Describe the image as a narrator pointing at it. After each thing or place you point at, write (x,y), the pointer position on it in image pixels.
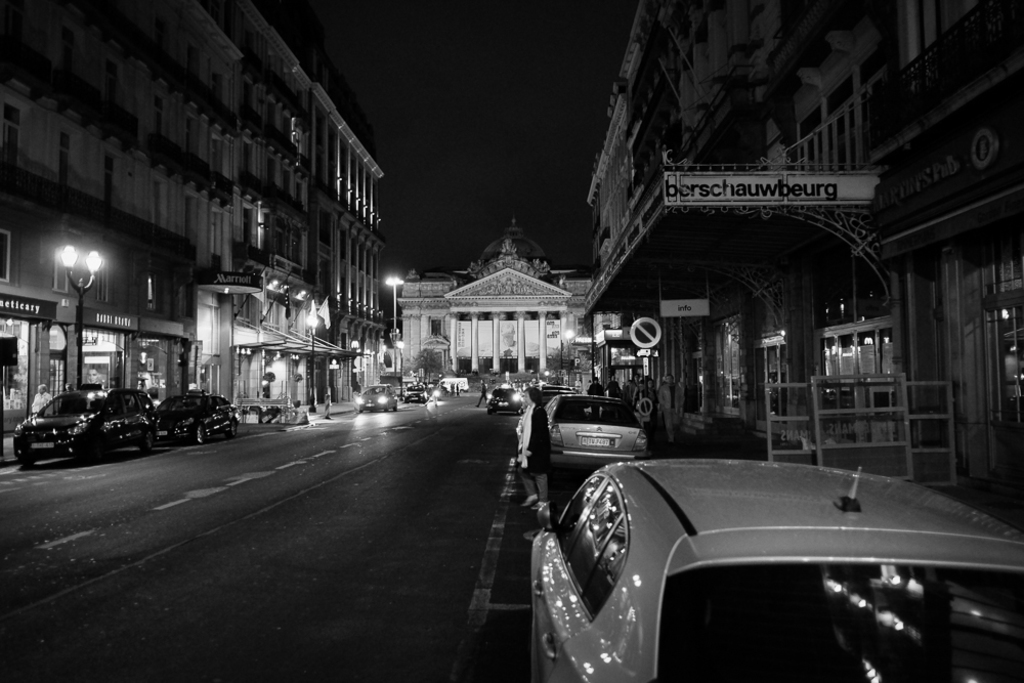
In this image we can see group of cars (768,520) parked on the road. Several persons (543,429) are walking on the path (694,448). In the background (685,403) we can see group of buildings (482,314), poles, lights (312,328) and sky (476,135).
